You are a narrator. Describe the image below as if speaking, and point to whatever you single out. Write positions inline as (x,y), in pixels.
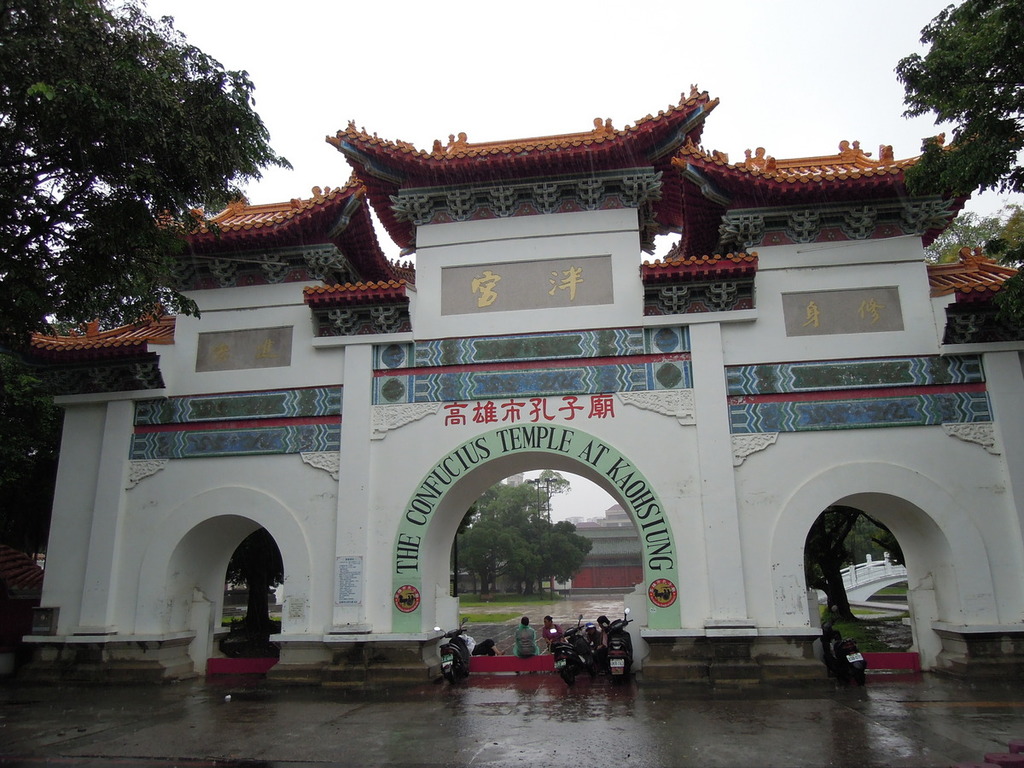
In this image we can able to see a arch (71,491), and there are four bikes (561,657) parked here, and we can able to see persons (528,646) sitting here, there are trees (497,539) over here, we can able to see some more trees (936,171), here and we can able to see temple (622,528), we can able to sky (575,22) here, and there is a box (54,627) over here.
